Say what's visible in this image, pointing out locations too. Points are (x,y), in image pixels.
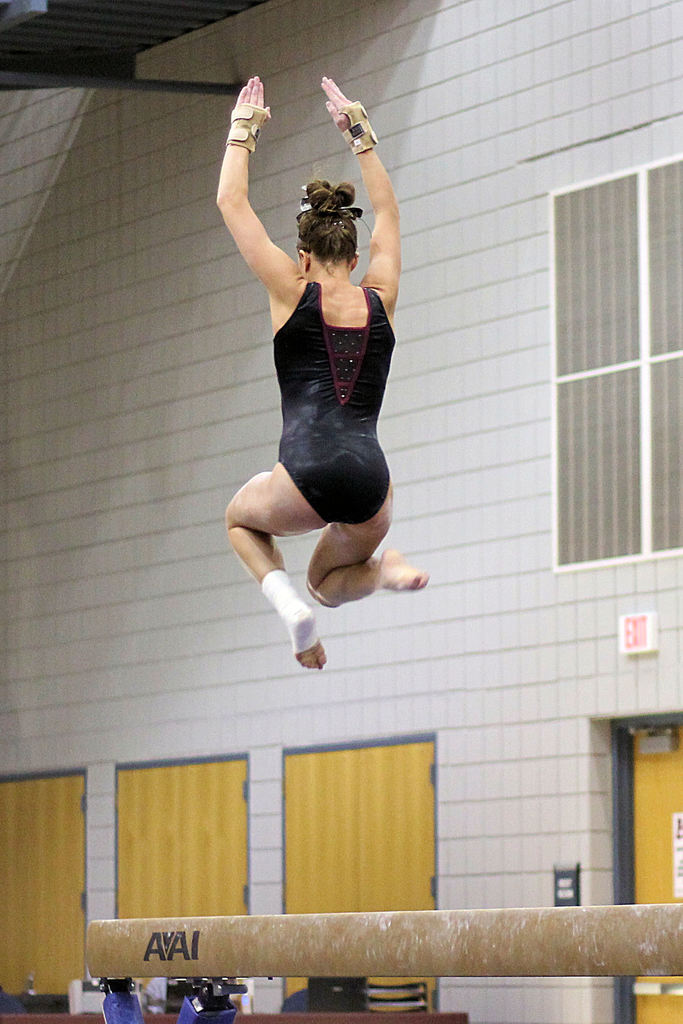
In this image we can see a woman (340,396) wearing a dress (309,428) and gloves (235,129). In the background (354,907), we can see the wall (609,1002), group of doors (67,899) and windows (668,405).
